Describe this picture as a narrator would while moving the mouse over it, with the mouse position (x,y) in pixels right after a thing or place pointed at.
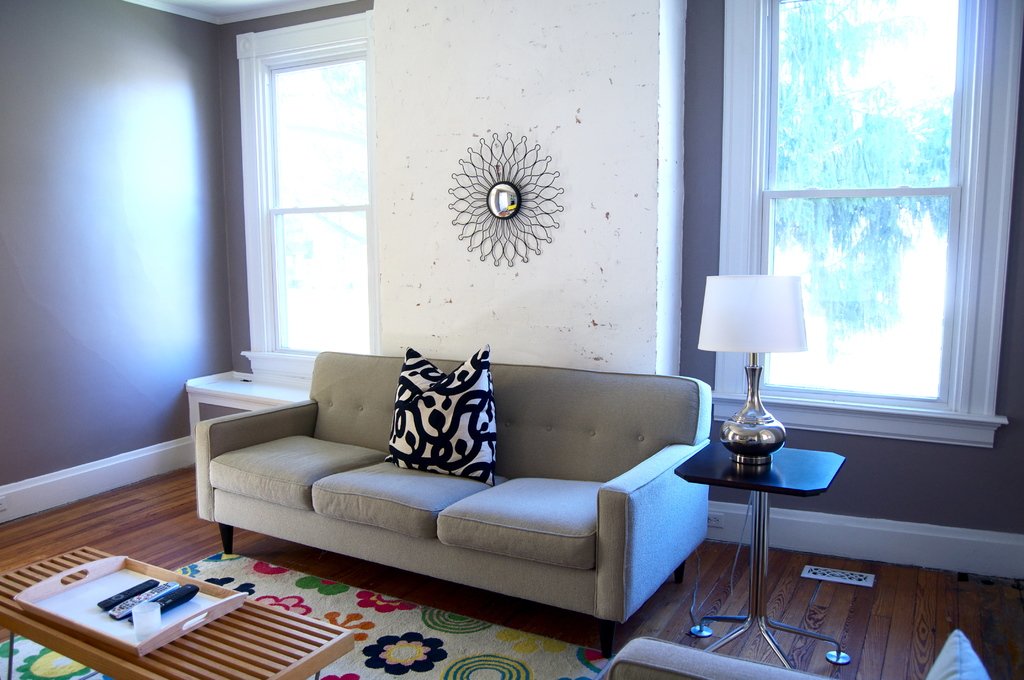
The image is taken inside the room (416,526). In the center of the image (643,402) there is a sofa (385,493) and a cushion (456,457) placed on a sofa (428,474) right to it there is a stand (757,521) and there is a lamp (766,462) placed on the stand (769,495). On the left (253,626) there is a table (248,613) and remotes (176,606) placed on the table (253,625). There is a mat (333,614) on the floor (776,563). In the background (470,253) there is a wall decor (495,213), a wall (512,120) and a window (374,262).
